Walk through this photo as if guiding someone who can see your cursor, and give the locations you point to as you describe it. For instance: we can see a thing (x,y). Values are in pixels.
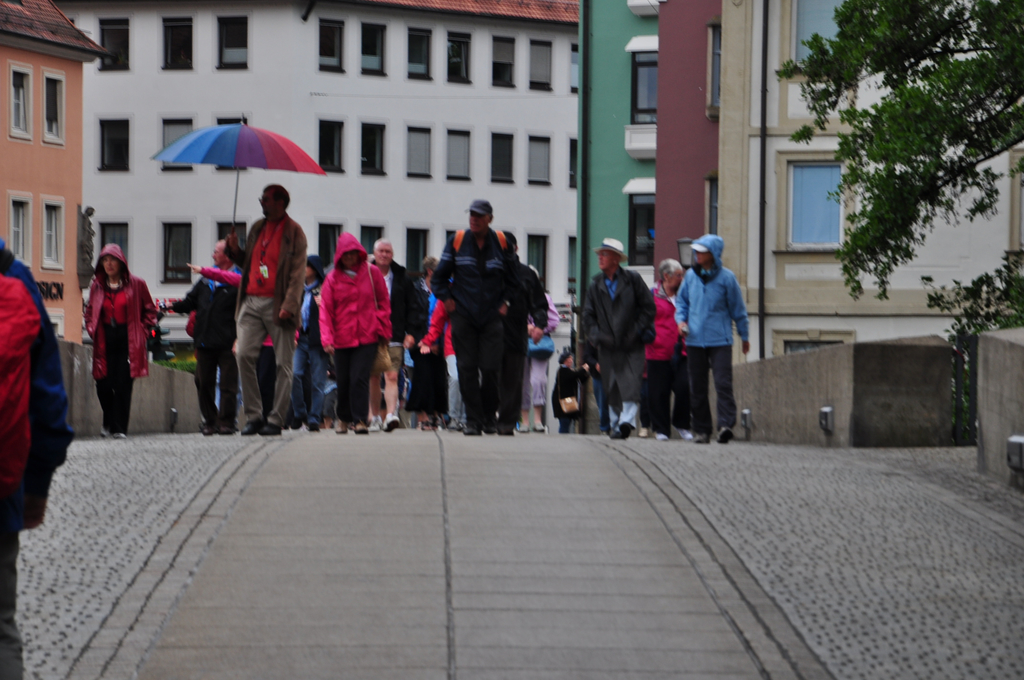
In this picture there is a man (289,230) who is standing on the left side of the image (268,165), by holding an umbrella (224,141) in his hand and there are other people (501,366) those who are walking in the center of the image (642,248) and there are buildings (499,132) in the background area of the image (684,146) and there is a tree (941,202) on the right side of the image (940,123).
